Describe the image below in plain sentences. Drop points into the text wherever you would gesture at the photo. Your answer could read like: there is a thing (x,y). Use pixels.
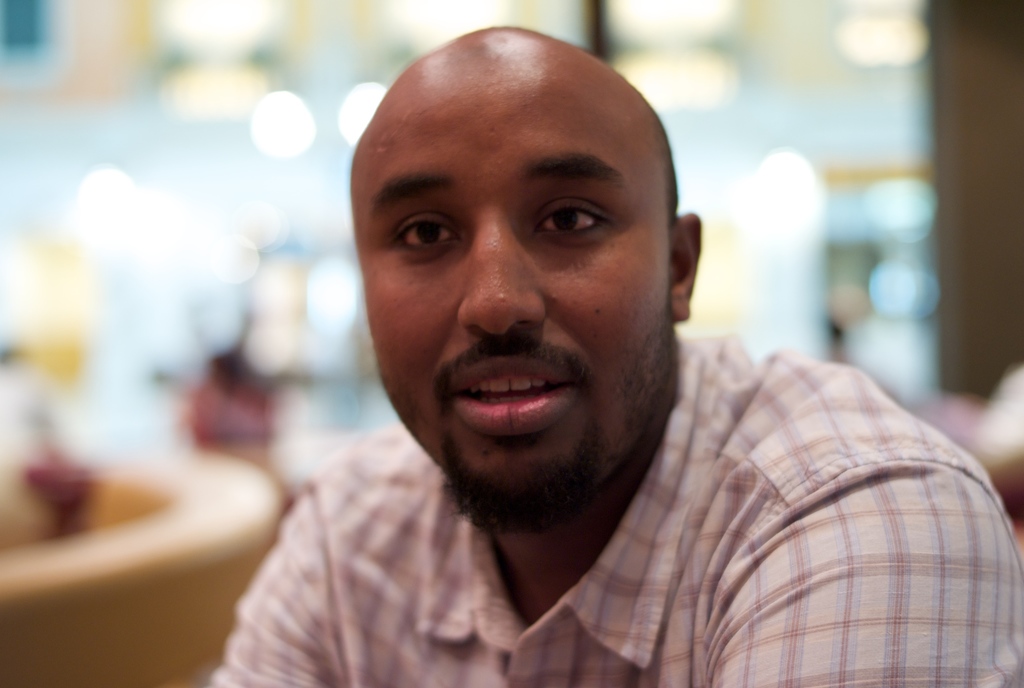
In this image there is a man (546,573). The background (118,81) is blurry.
